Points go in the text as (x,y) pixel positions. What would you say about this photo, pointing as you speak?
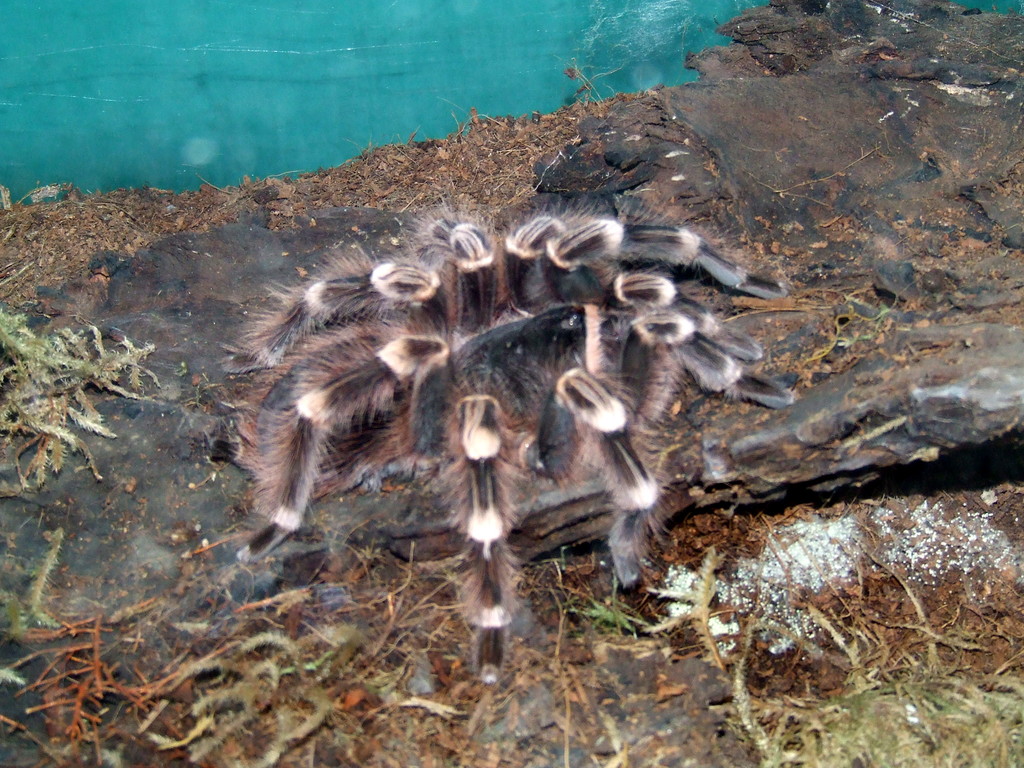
This image is taken indoors. At the bottom of the image (406,675) there is a ground (781,668) with a few rocks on it. There are a few dry leaves (35,196) on the ground (142,462). In the middle of the image (478,379) there is a spider (466,409). At the top of the image (287,110) there is a teal background (222,113).
